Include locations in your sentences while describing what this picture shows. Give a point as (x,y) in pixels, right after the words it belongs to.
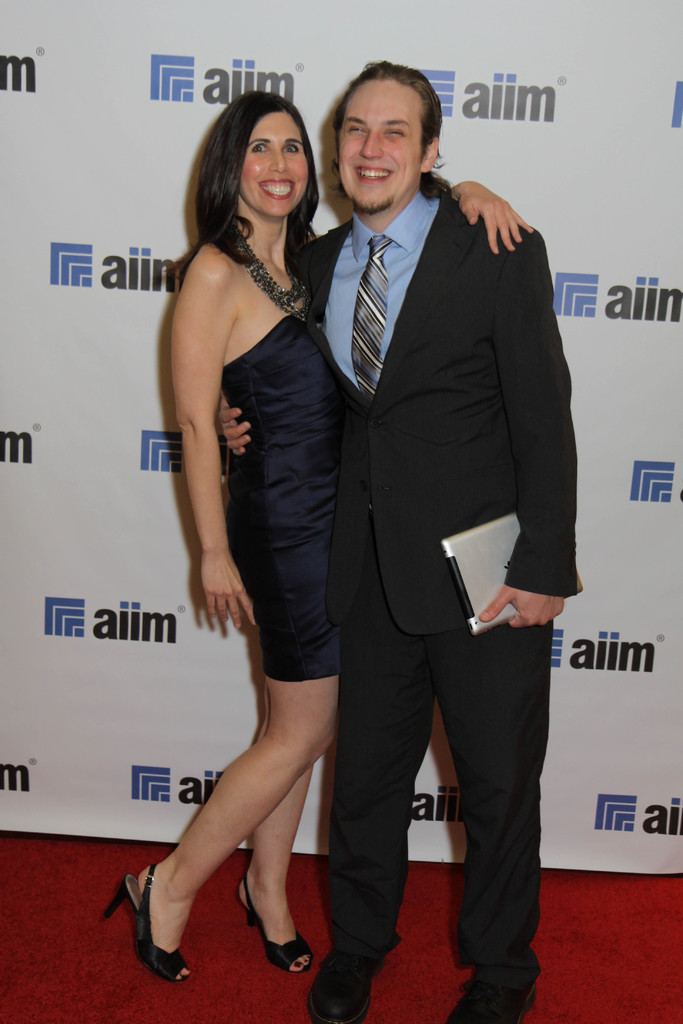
In the center of the picture (264,584) there is a man (373,526) and a woman (276,799) standing, behind them there is a banner (136,527). At the bottom (241,996) there is red carpet (616,951).
